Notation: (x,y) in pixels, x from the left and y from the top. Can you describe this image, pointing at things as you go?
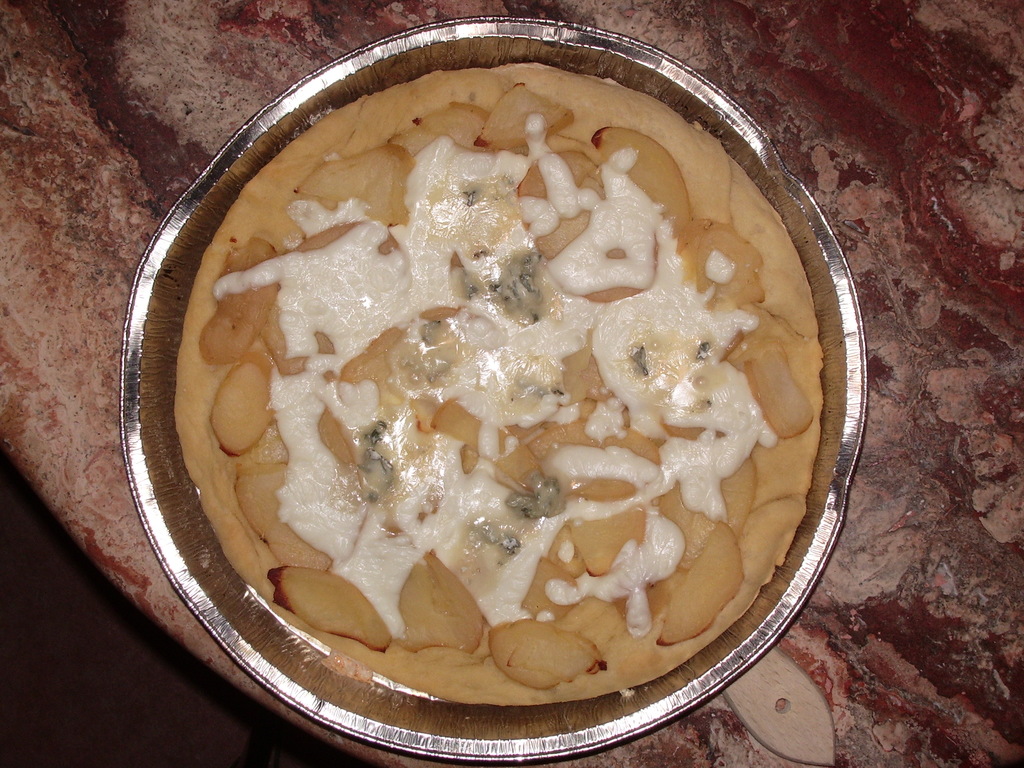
In the image we can see a container (821,519), in the container (191,564) there is a food item (356,534).
